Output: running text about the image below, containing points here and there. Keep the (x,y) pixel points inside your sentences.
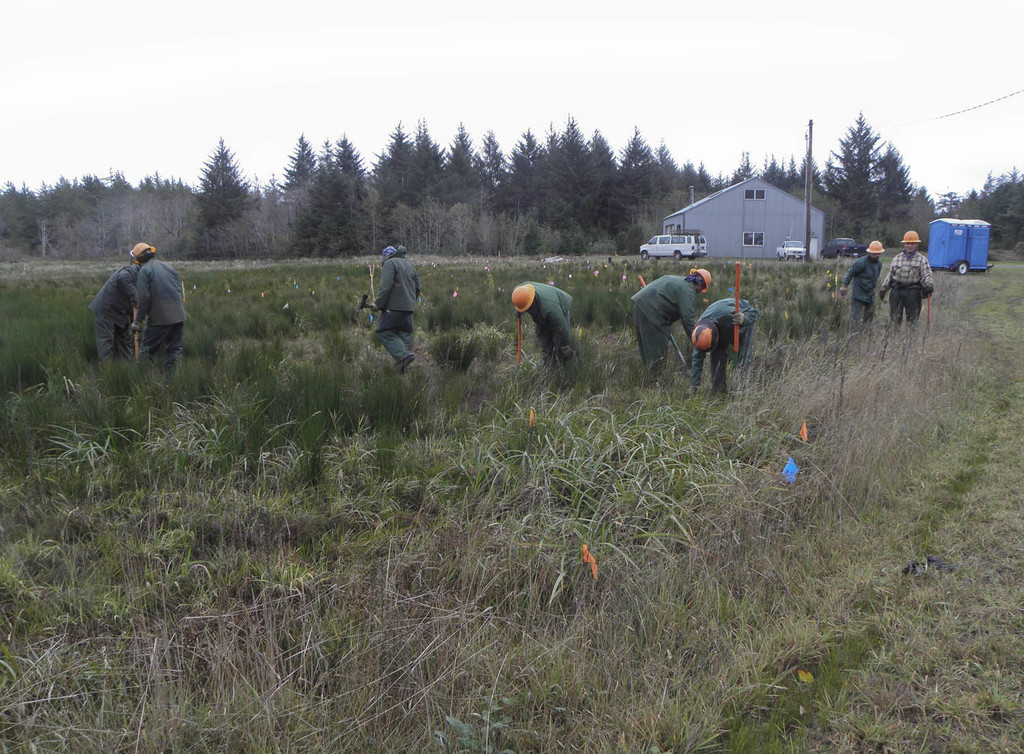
In the image on the ground (370,394) there is grass (704,544). There are few people (543,301) standing in the middle of the grass (215,312) and there are helmets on their heads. And also there are few flags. In the background (668,237) there are few vehicles (648,248) and a pole (807,148) and a house (752,197) with roofs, walls (752,206) and windows (762,235). There are trees (686,191) in the background (862,161). At the top of the image (833,111) there is a sky (566,68) with clouds (731,108).
